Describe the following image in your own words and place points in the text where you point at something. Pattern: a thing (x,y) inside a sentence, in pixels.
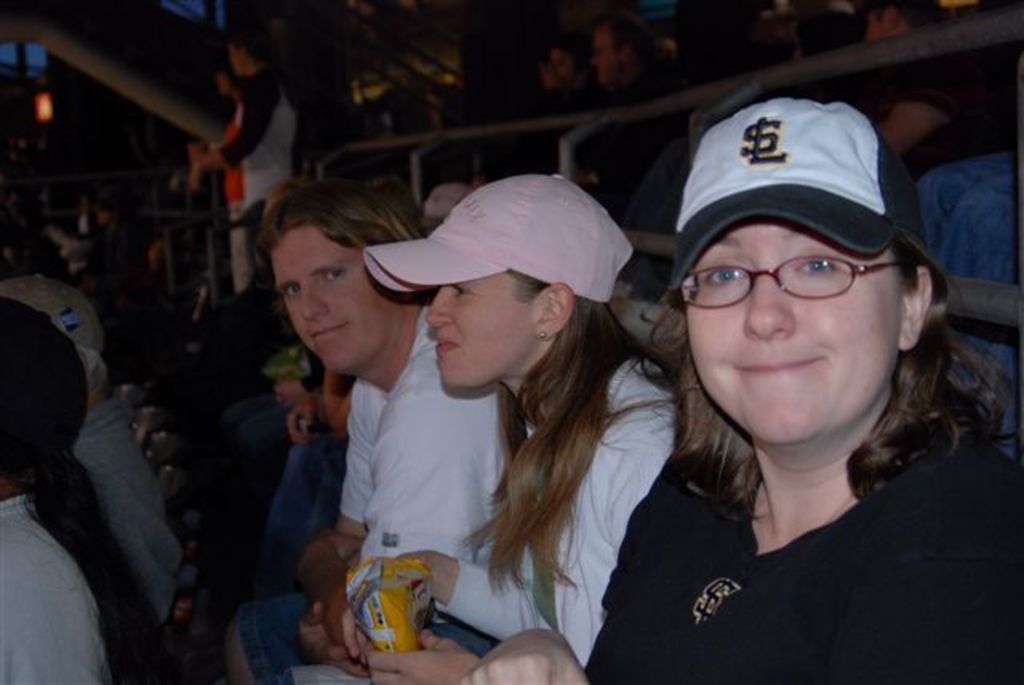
In this image, I can see groups of people (101,387) sitting on the chairs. I think this is a kind of barricade (695,102). Here is a person (245,183) standing. In the background (45,114), that looks like a light (39,101).
